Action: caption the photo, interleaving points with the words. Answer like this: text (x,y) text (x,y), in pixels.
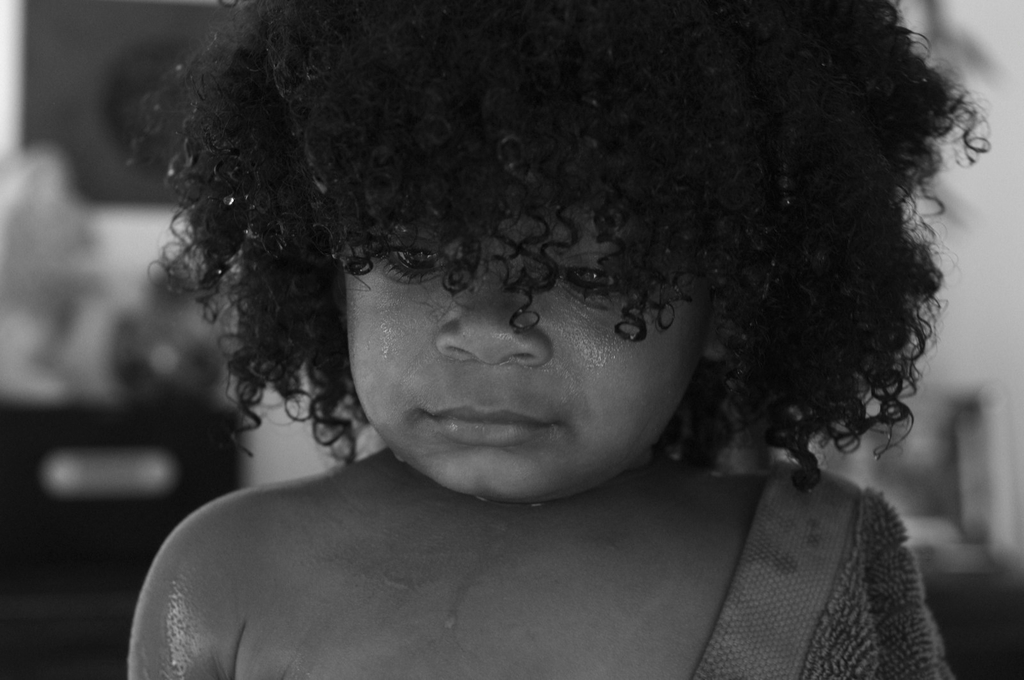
This is black and white picture, we can see a kid (325,320). Background (112,311) it is blur.
